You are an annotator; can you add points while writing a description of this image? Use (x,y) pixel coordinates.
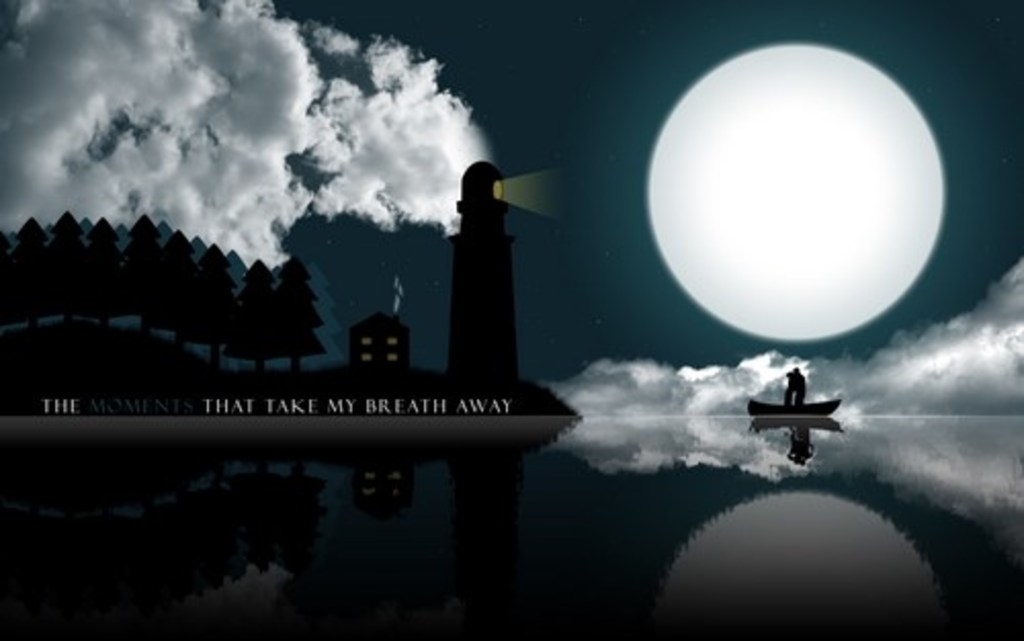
This is an animated picture. On the right (812,426) we can see two persons (799,393) are standing on the boat (807,414) on the water (361,586) and on the left (97,281) we can see trees (176,296) on the ground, house (352,348), tower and light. In the background (305,100) there are clouds (240,64) in the sky (422,66) and moon (713,126). There is a text (59,404) written on the image.
